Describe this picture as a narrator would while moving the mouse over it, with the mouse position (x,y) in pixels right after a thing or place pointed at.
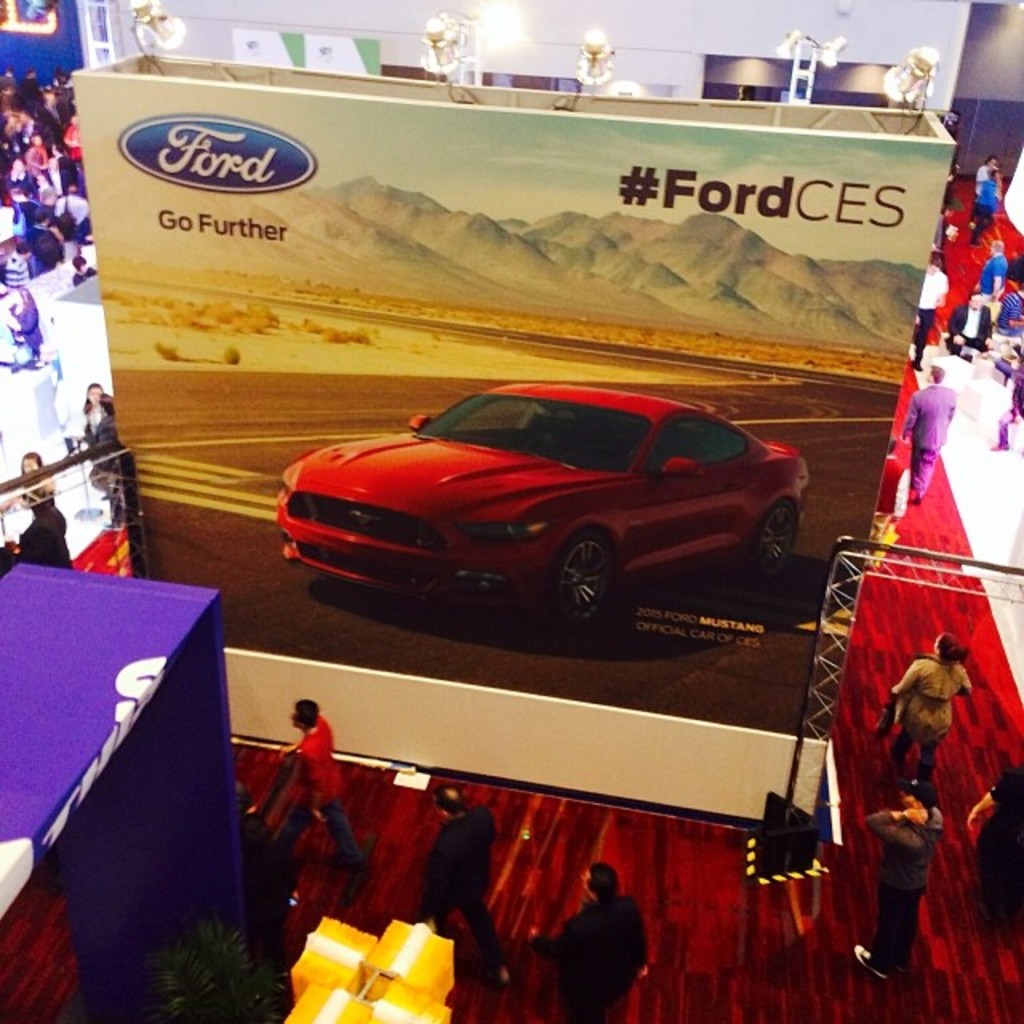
This picture seems to be clicked inside the hall (199,430). In the center (361,366) we can see a banner (747,179) on which we can see the text (763,206), pictures (810,242) of the hills (633,259) and the sky (472,194) and a car (504,473) and some other objects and we can see the focusing lights (910,73), group of persons (997,246) and the wall (689,60) and many other objects (320,985).
